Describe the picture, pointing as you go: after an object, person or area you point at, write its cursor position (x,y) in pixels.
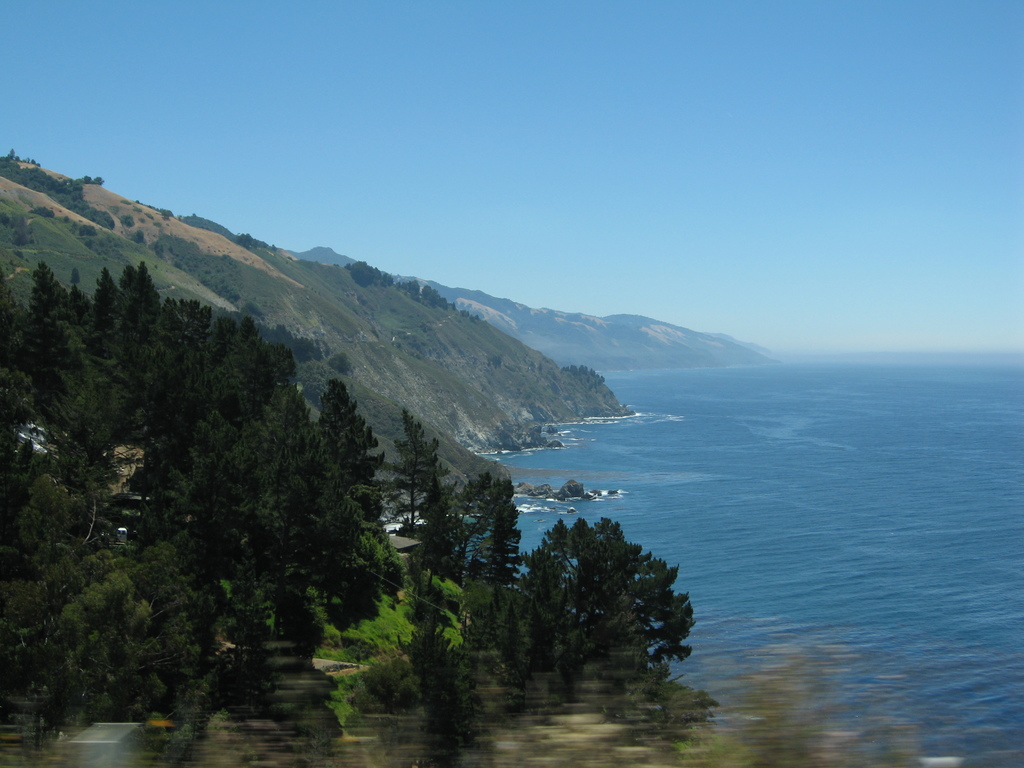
In the picture we can see some trees (443,635) and behind it, we can see some hills (564,344) and beside the hills (536,419) we can see an ocean (769,656) with blue color water (753,454) and in the background (679,236) we can see a sky (677,271).
